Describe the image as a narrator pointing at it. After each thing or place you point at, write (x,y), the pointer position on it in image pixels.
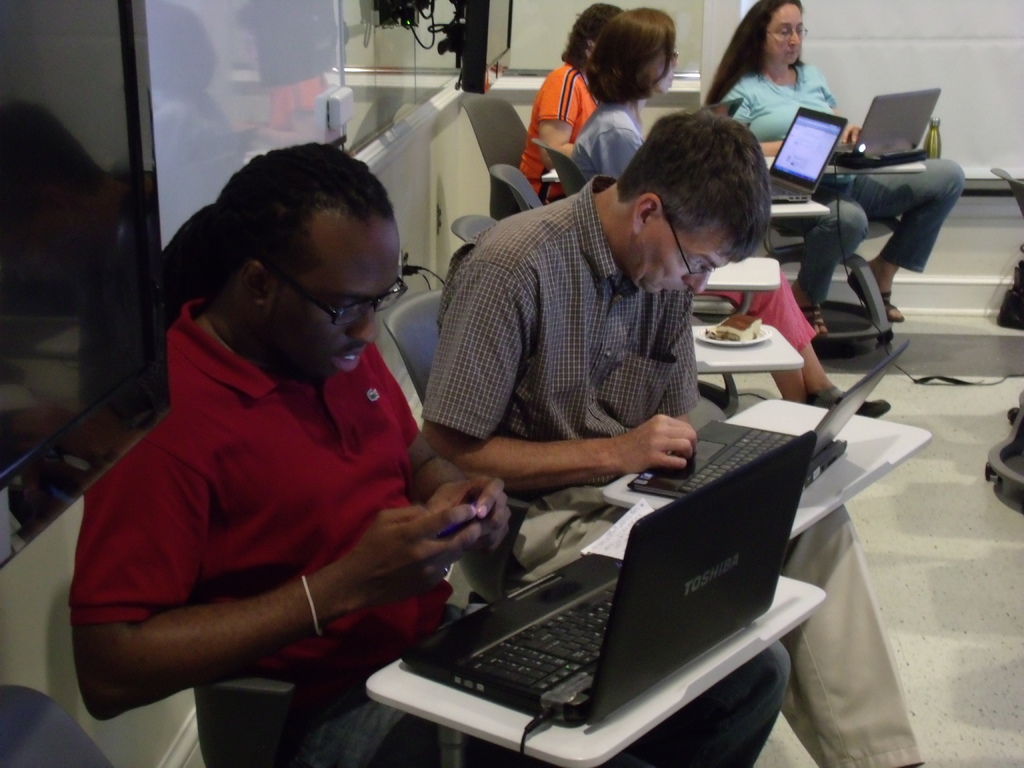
In this image we can see a persons (673,260) sitting on the table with the laptops (874,128). On the left side of the image (10,410) we can see televisions (118,443). In the background (444,84) there is a board (926,26) and wall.
